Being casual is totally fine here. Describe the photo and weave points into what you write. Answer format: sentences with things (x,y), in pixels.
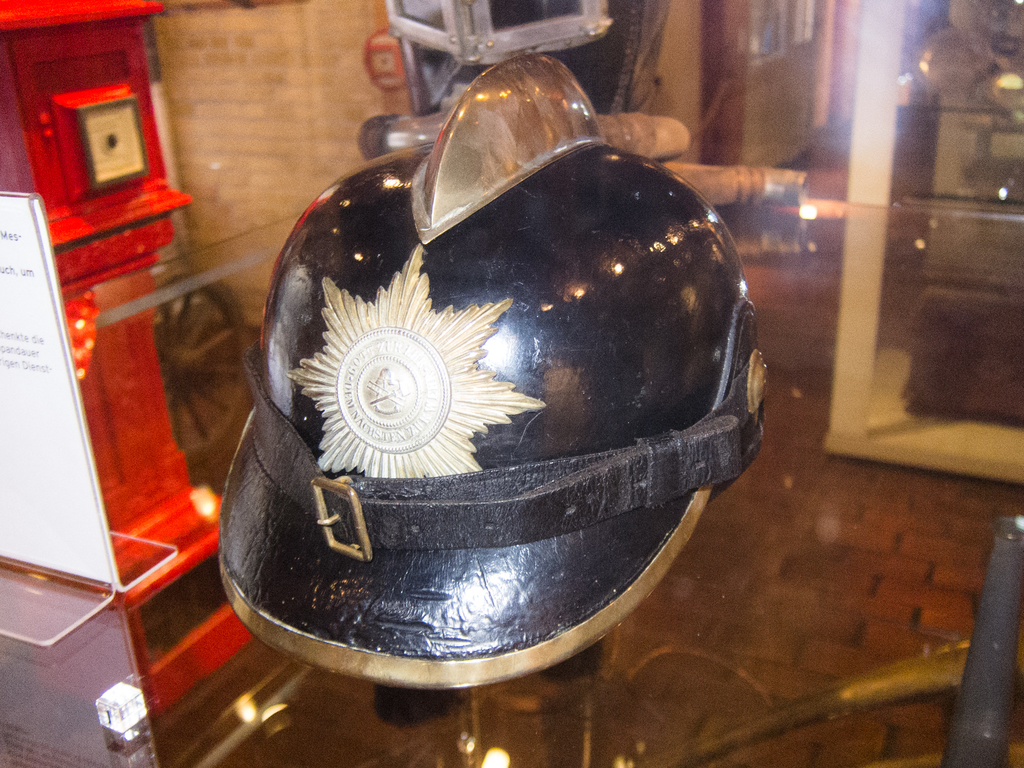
In this image I can see a helmet (571,431) which is black and gold in color and in the background (116,219) I can see a red colored object (135,218), a white colored board (31,441) and few other objects (864,155). I can see the helmet (454,399) is on the glass surface (673,636).
